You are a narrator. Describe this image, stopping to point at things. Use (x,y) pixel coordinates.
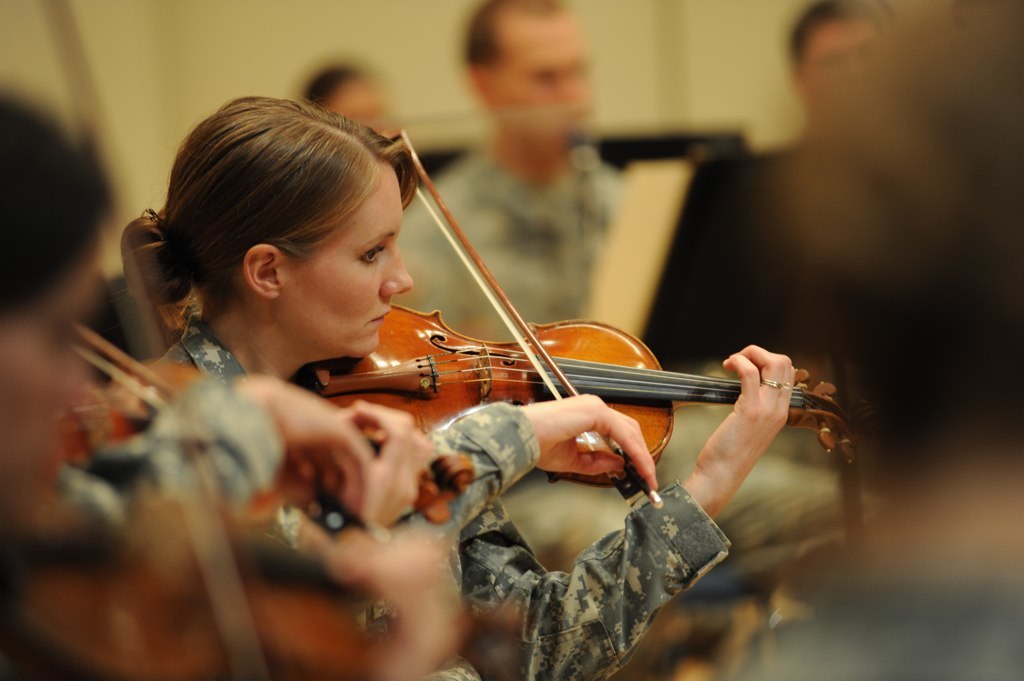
This picture is blur, in this picture there are people (557,161), among them few people (271,378) playing musical instruments (423,432). In the background of the image (436,54) we can see wall (656,45).
